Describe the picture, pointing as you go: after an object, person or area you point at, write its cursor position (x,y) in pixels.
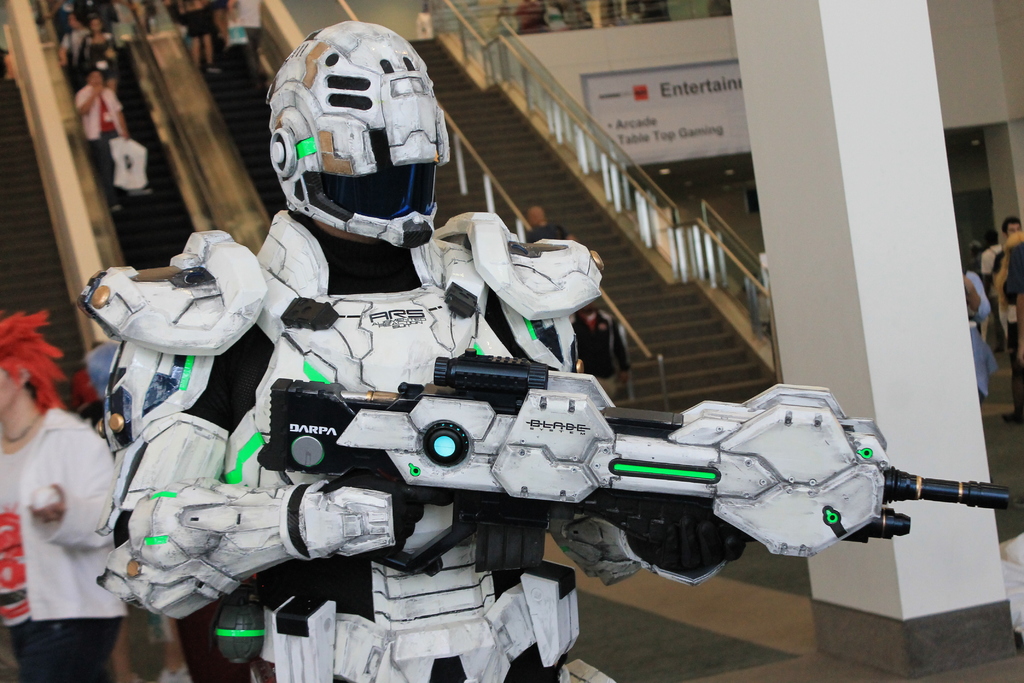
This image is taken indoors. At the bottom of the image (706,622) there is a floor (712,626). In the middle of the image (343,348) there is a robot (373,267). On the left side of the image (66,647) there is a woman (82,525). On the right side of the image (888,172) there are a few people (979,378) walking on the floor (998,406) and there is a pillar (828,270). In the background (538,130) there are three escalators (198,123) and staircases (656,330) with railings (492,179) and there is a board (696,125) with text (628,123) on the wall (619,59). A few people (97,102) are standing on the escalator (148,58).
